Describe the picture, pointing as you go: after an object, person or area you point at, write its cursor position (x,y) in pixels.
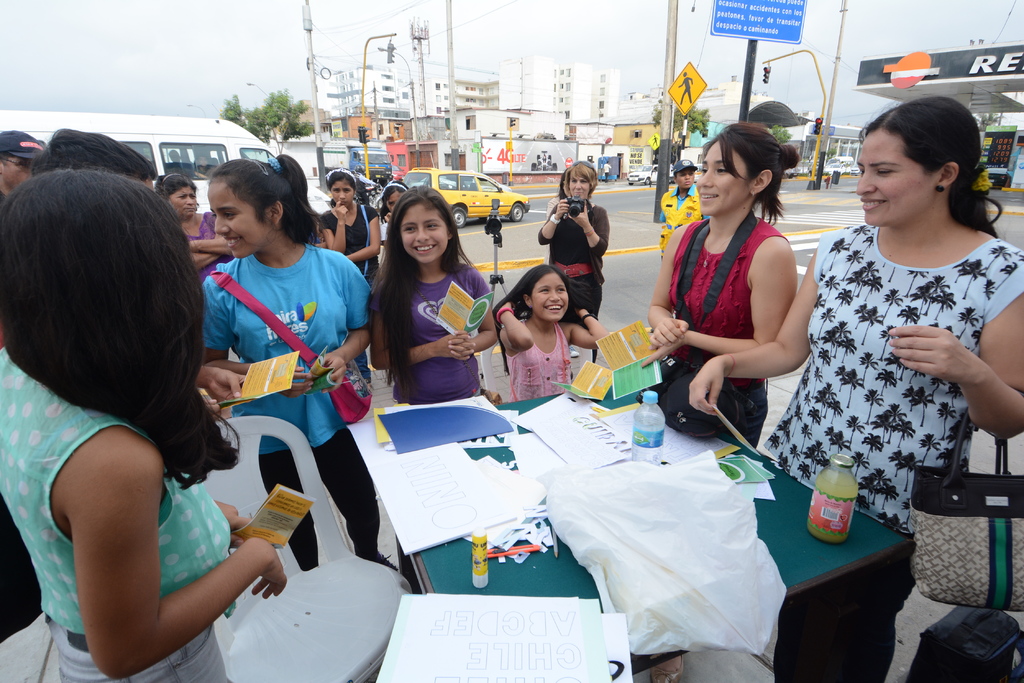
This image is taken outdoors. At the top of the image (170,57) there is the sky (519,22) with clouds (614,29). In the background (358,129) there are a few buildings (498,126) and houses (693,150). There are many boards (555,142) with text (516,154) on them. There is a tree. There are a few poles (453,108) with street lights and wires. There is a signal light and there is a sign board (681,111). A few cars (655,172) are parked on the road (637,194). A few vehicles (252,155) are moving in the road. On the right side of the image (939,86) there is a roof (935,81) and there is a board (930,74) with a text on it. A woman (960,301) is standing on the floor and she has worn a handbag (945,506). At the bottom of the image (596,526) there is a table (569,593) with many things (594,538) on it. In the middle of the image (470,362) a few people (227,310) are standing on the floor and there is an empty chair (287,576). They are holding papers (280,501) in their hands (700,378) and a woman (579,236) is holding a camera (578,215) in her hands (573,214) and clicking pictures.
